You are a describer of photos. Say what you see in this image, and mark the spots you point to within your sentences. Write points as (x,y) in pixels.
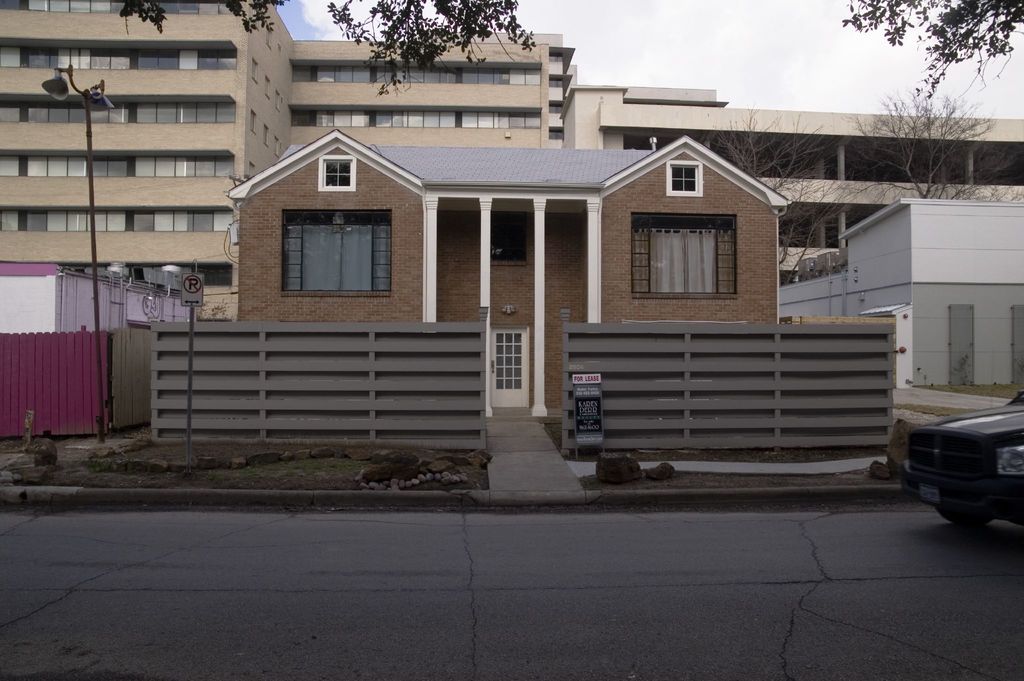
In this image I can see few buildings (590,131) in cream and brown color. Background (802,93) I can see a light pole (63,88), and sky (792,79) is in white color.
